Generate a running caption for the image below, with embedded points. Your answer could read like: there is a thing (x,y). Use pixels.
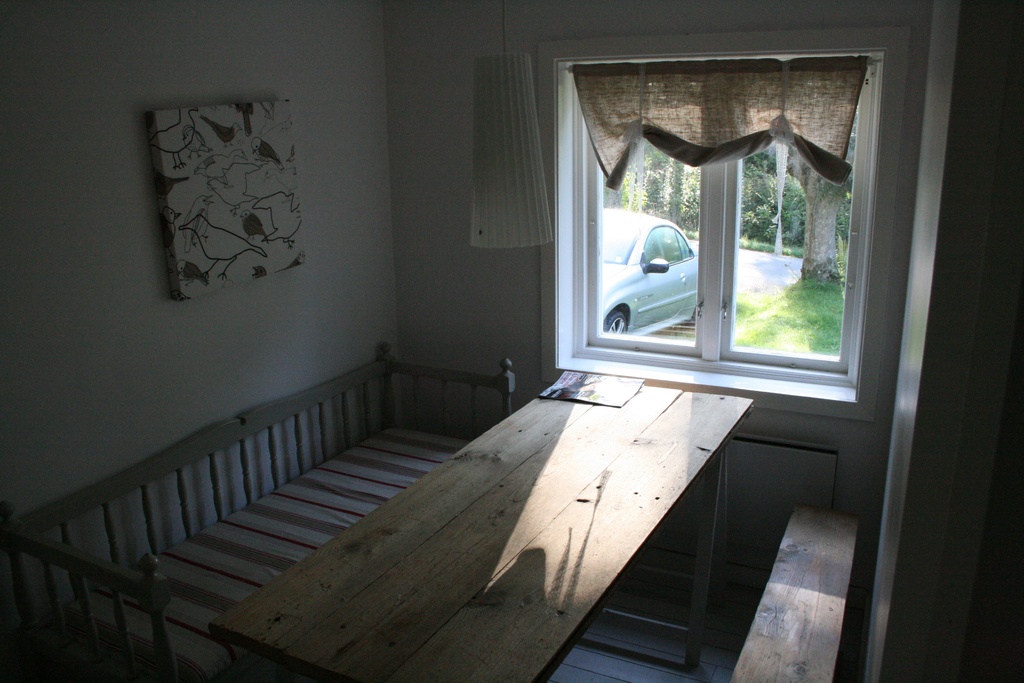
In this image we can see a room (637,473). In room (637,473) table (520,477), bench (816,603) is there. The wall (340,71) and window (807,280) is in white color and one frame (252,194) is attached to the wall (155,235). Behind the window (732,251) car (657,254) and trees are there.
